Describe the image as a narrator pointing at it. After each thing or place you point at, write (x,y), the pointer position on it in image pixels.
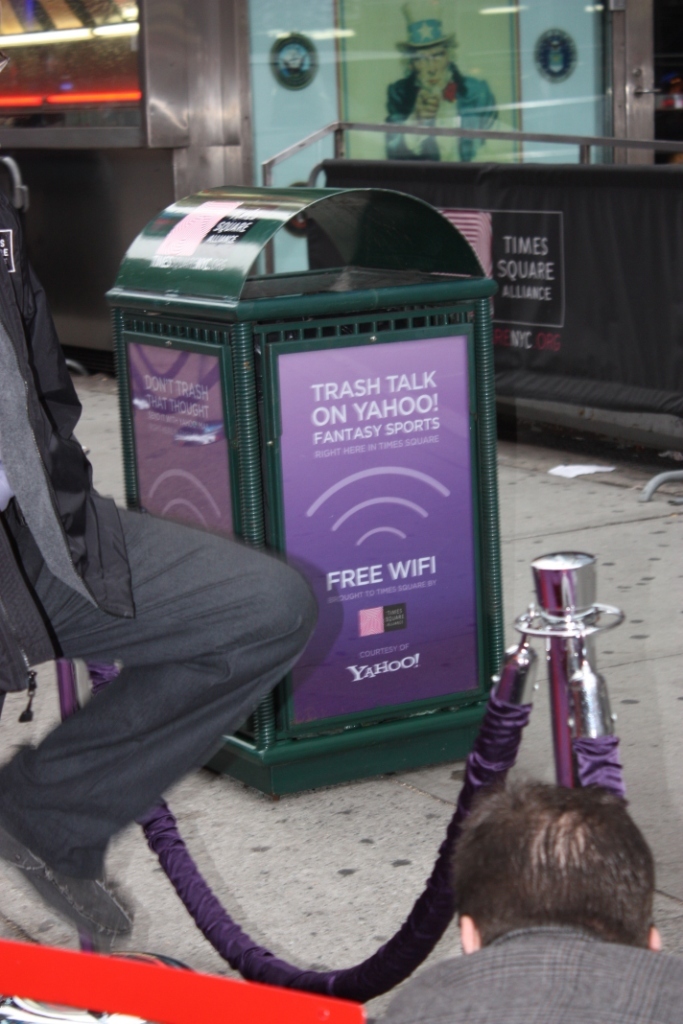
In this picture we can see two persons (122,670) in the front (90,604), there is a box (353,411) in the middle (271,448), on the right side (532,122) there is a glass (543,108), from the glass (533,96) we can see a wall (543,95) and a portrait (476,67), there are lights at the left top of the picture (77,44), we can see hoardings (382,569) on this box (366,520).
